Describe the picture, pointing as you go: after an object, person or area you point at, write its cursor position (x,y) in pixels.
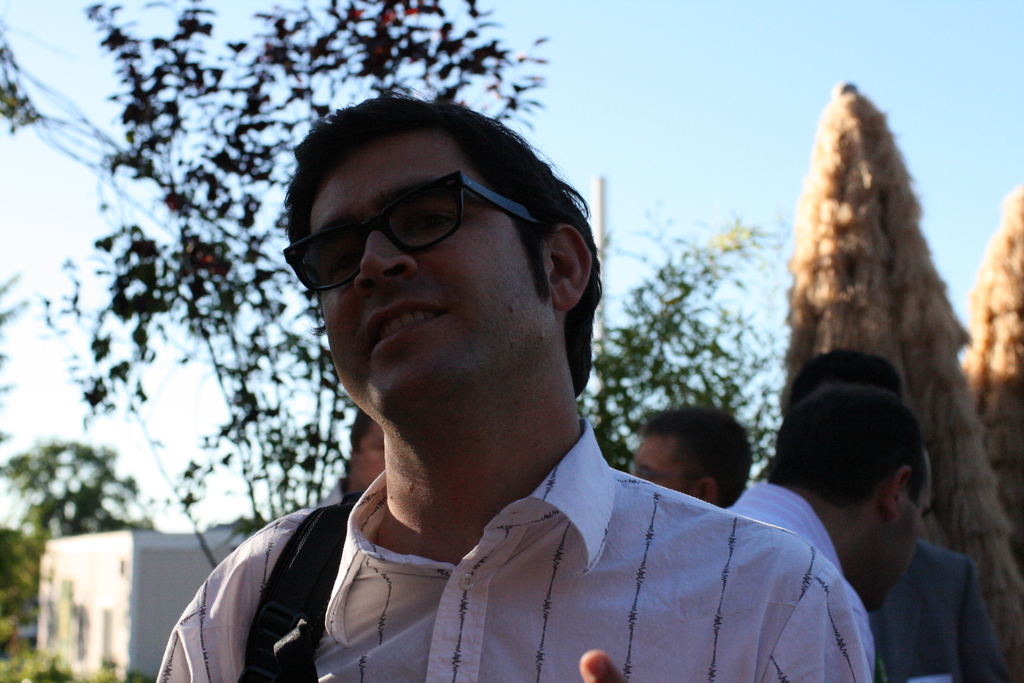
In this image I can see the group of people (535,500) with different color dresses (603,560). I can see one person (432,287) with the specs (488,202). In the background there are many trees (720,383) and to the left (161,621) I can see the white color house (112,565). And I can see the blue color sky (545,105).
